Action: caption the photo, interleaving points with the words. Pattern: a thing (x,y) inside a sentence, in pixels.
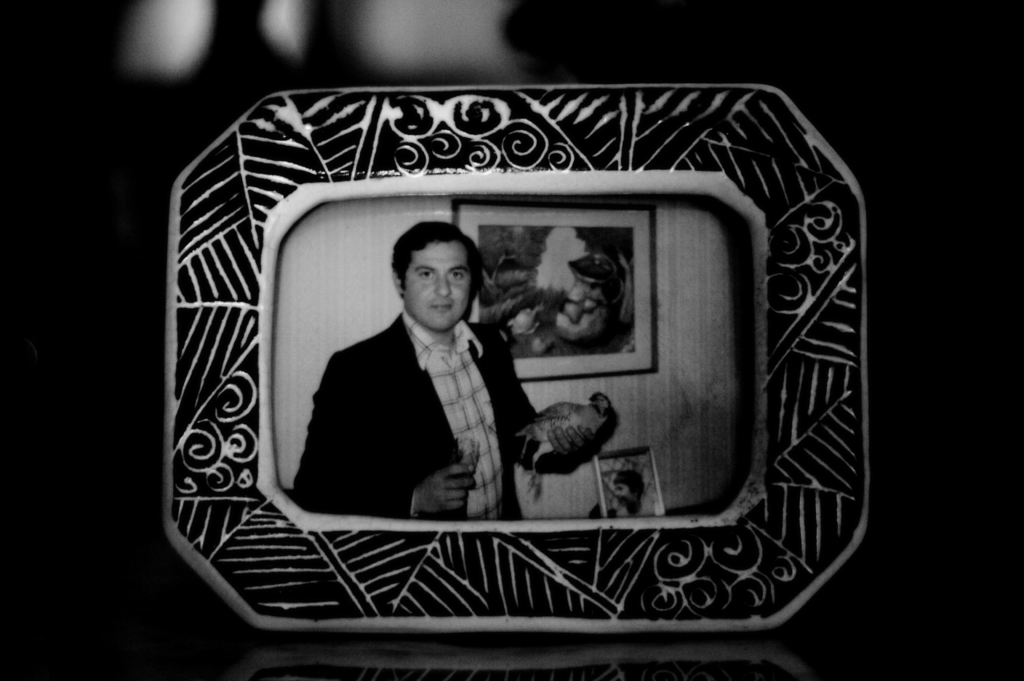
In this picture I can observe a photo frame (204,413). There is a man (435,411) holding a bird (566,427) in the photo frame (375,522). Behind him there is a photo frame (534,273) fixed to the wall (353,298) in this image. The background (103,440) is completely dark.
